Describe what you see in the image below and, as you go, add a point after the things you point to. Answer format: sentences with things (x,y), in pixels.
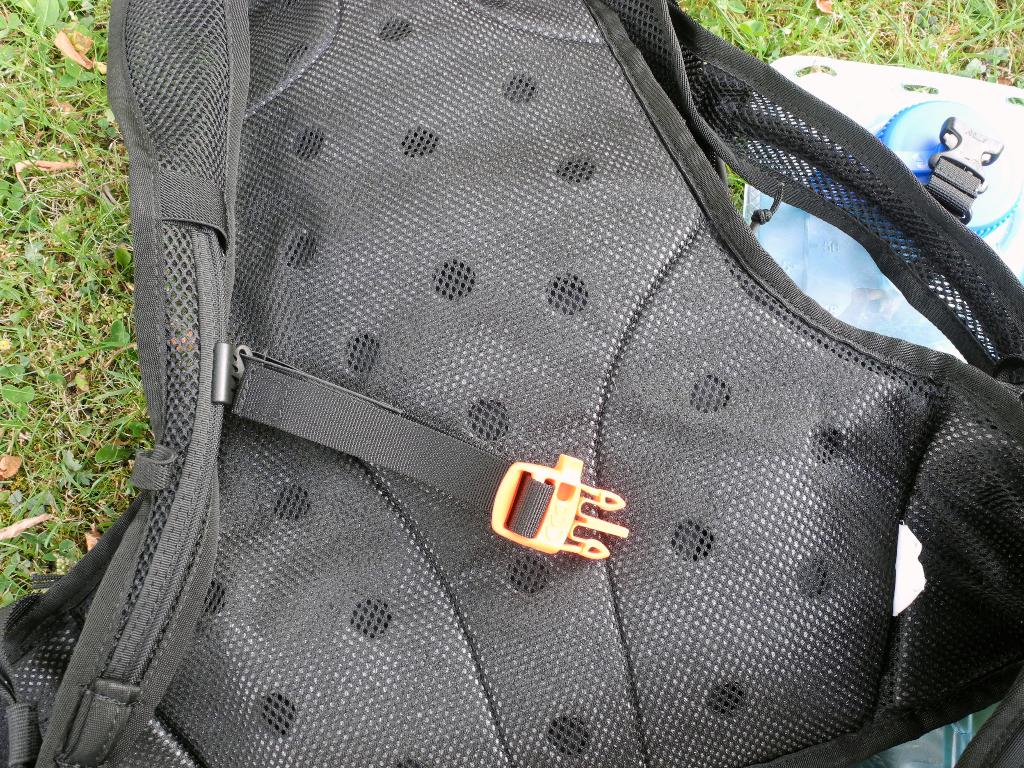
In this image the bag (331,394) is on the ground (75,429) which is in black color.
